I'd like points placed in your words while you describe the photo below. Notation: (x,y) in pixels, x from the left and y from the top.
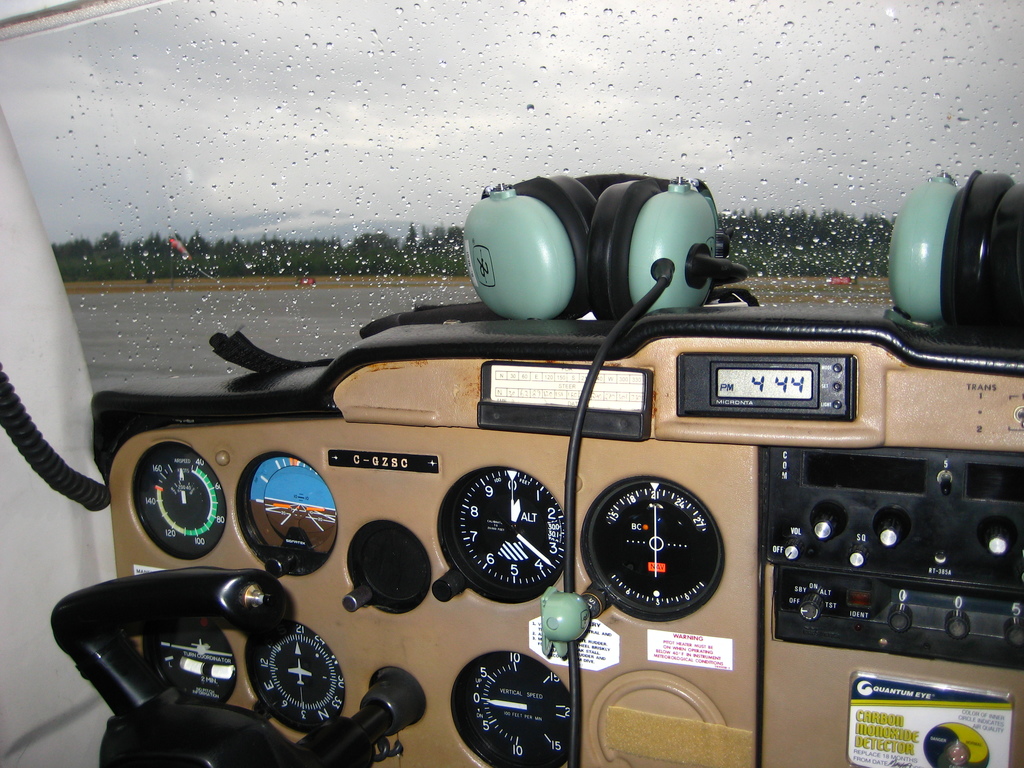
This is the inside picture of an airplane (42,397). In this picture there are two headphones (624,318), digital meters (479,527) and a few other objects (574,614). In front there is a road (198,295). In the background (118,269) there are trees (350,253) and sky (367,211).
